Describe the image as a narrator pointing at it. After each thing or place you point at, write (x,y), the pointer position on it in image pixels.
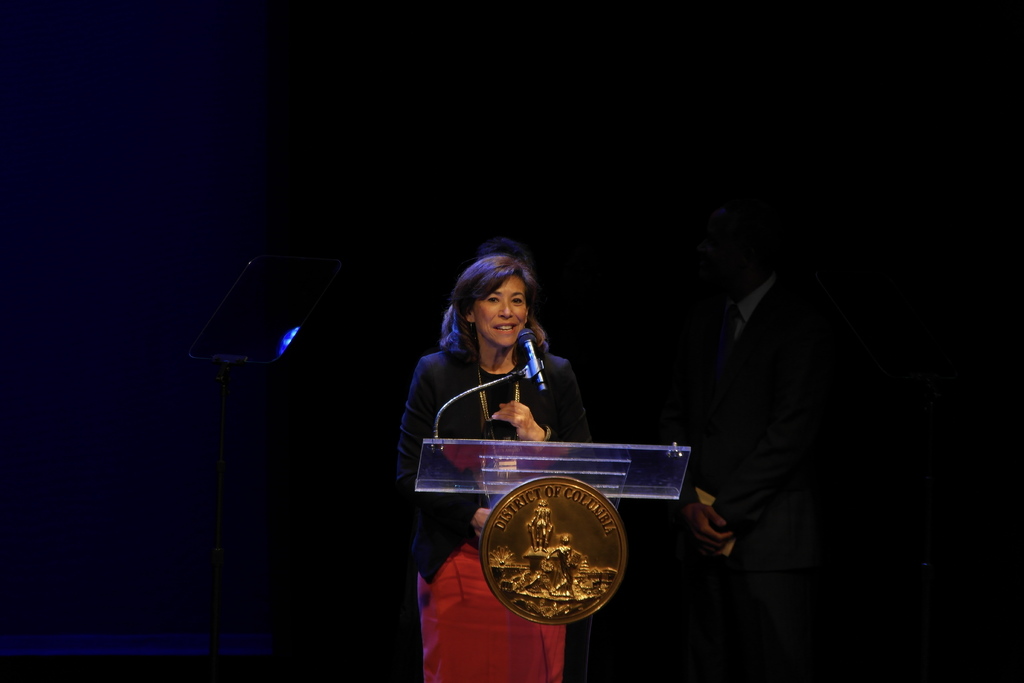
In this image there is one women (542,404) standing in middle of this image (557,420) and speaking into a Mic (537,374) and there is one object (568,535) at bottom of this image (614,551).
